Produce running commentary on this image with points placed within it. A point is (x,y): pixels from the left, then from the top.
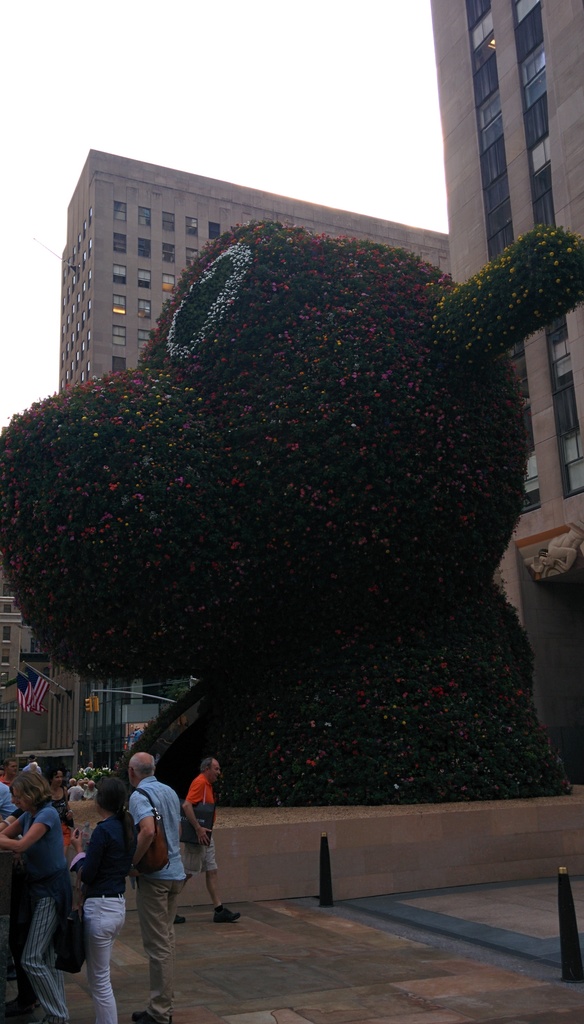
In this image I can see few buildings (94,311), windows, flags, traffic signal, few people (105,929) and few are wearing bags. I can see a green, pink and yellow color object (315,381). The sky (230,125) is in white color.
